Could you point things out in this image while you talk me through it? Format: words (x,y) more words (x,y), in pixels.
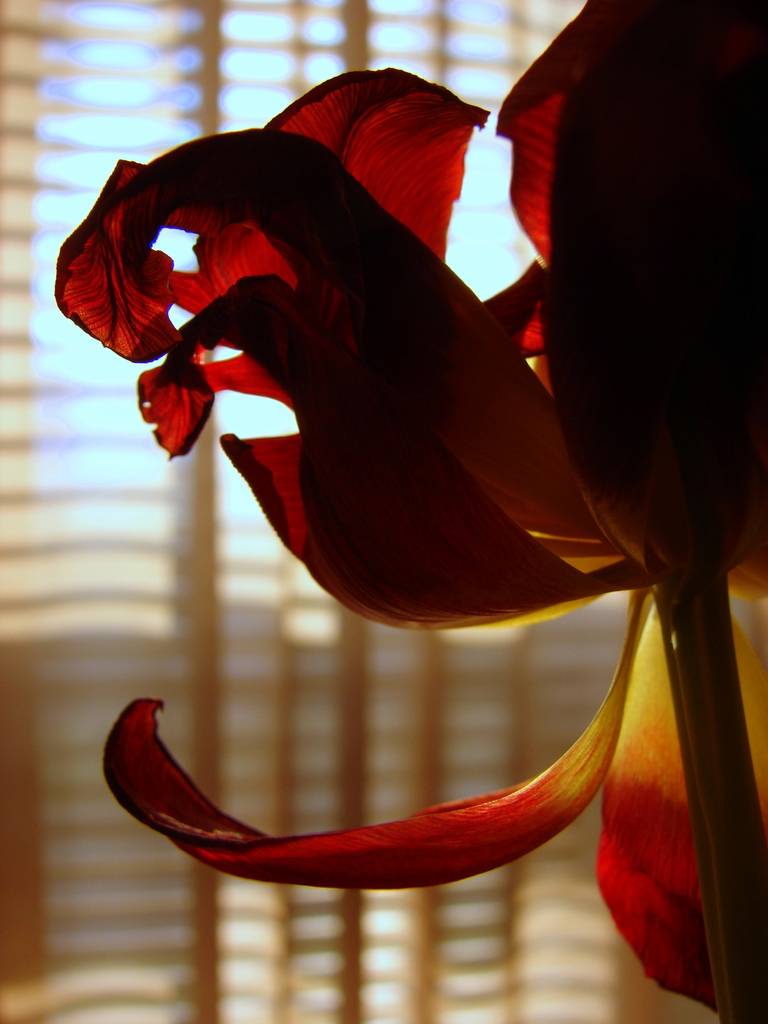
This image is taken indoors. In the background (276,622) there is a window (107,98) and there is a window blind (329,697). On the right side of the image (602,573) there is a flower (629,815).
